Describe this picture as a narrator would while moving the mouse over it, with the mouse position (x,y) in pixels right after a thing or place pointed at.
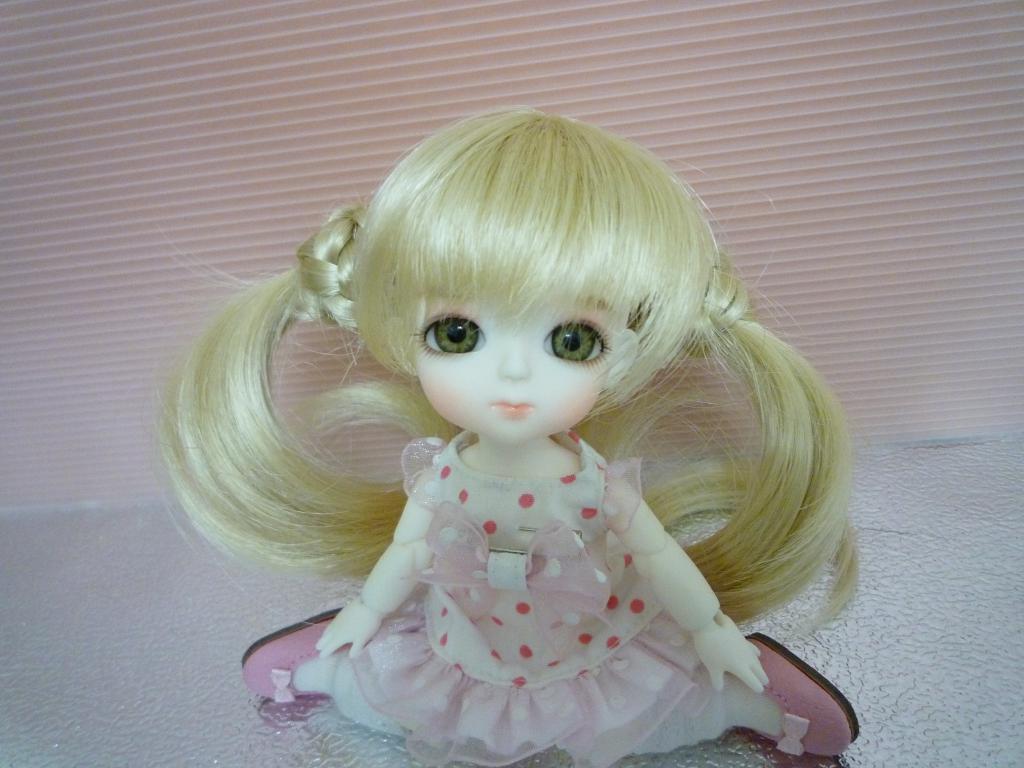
In this image there is a doll (506,494), in the background (310,19) there is a wall (672,35).
